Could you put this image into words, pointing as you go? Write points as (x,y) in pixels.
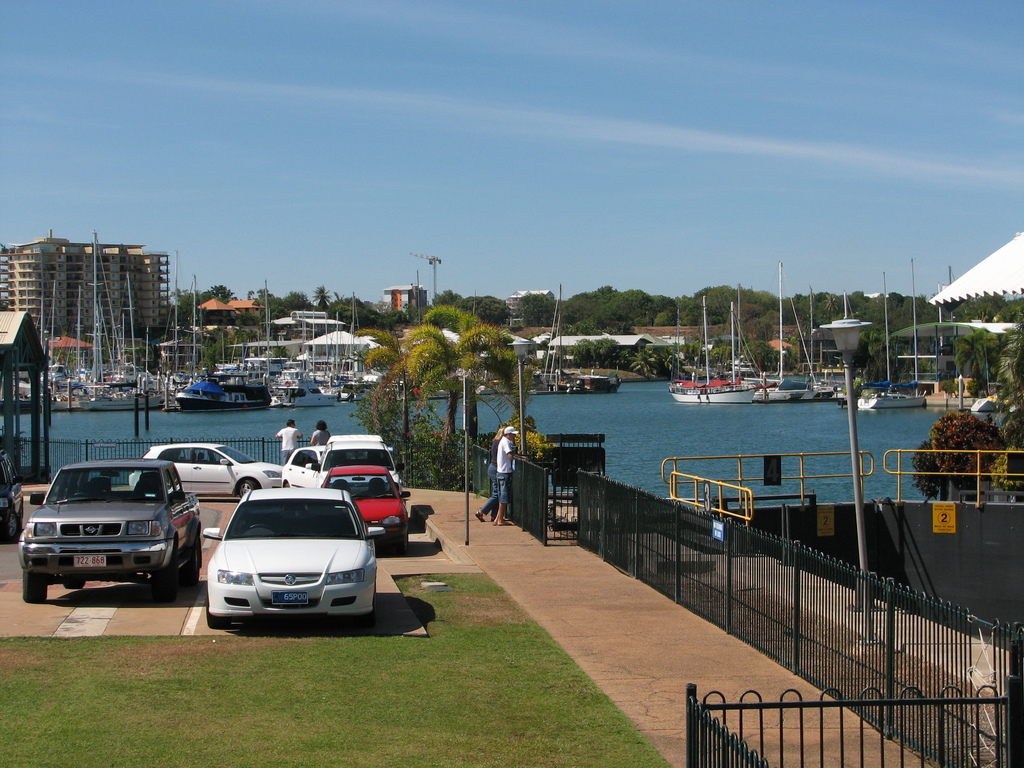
In this image we can see a few people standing near the railings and there are some vehicles (388,528) and we can see some boats (304,364) on the water (110,423). We can see some buildings (389,295) and trees (547,309) and at the top (338,245) we can see the sky (625,167).
